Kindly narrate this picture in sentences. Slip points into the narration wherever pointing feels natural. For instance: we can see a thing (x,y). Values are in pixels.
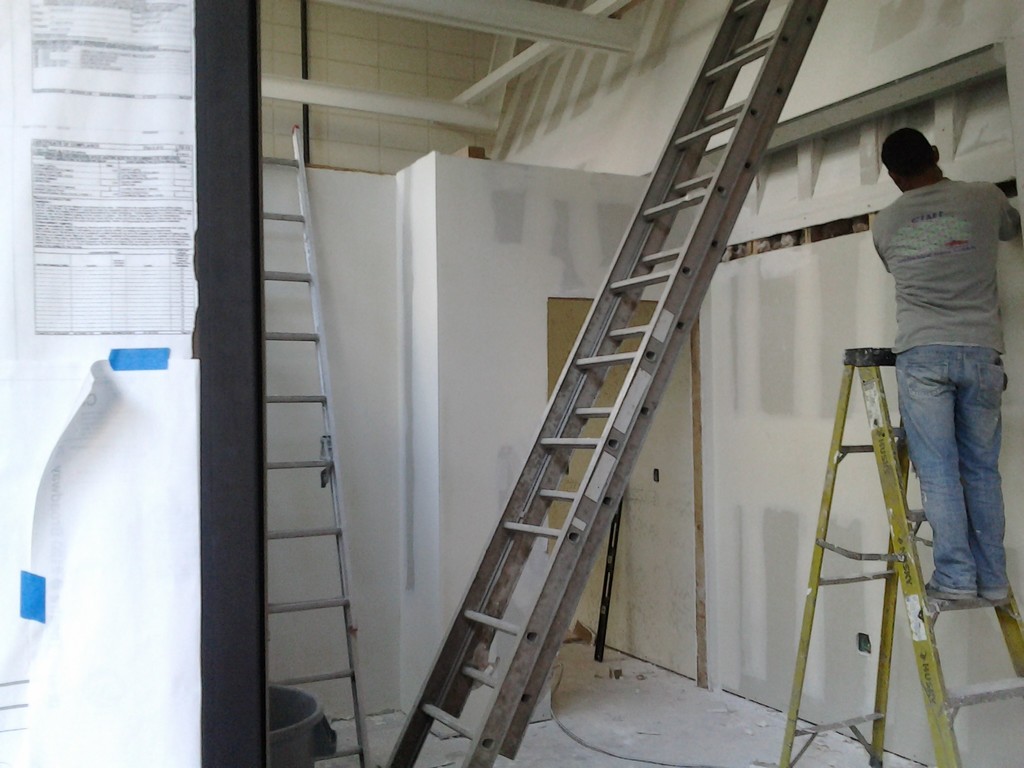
There is a person (995,371) standing on a ladder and there are another two ladders (640,387) beside him.
